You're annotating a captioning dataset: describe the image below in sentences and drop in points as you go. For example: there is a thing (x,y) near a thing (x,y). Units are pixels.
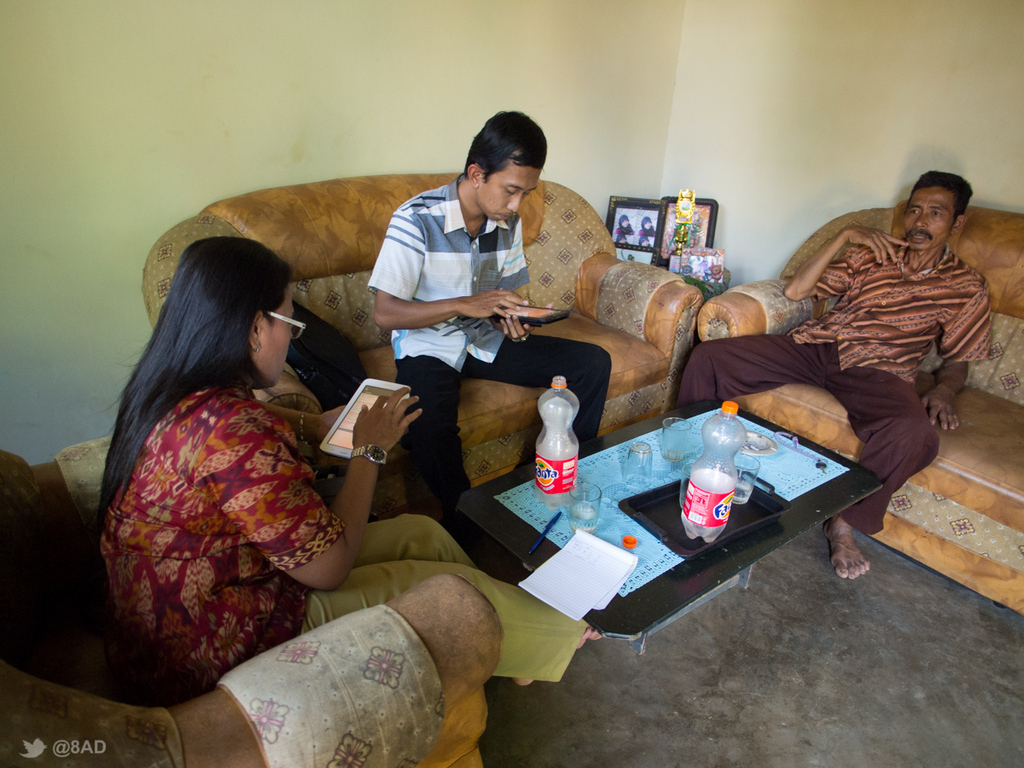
This picture shows three people (499,200) seated on the chair (406,454) and two (319,418) holding devices (566,317) and we see bottles (564,435) and glasses (736,465) on the table (611,447).
